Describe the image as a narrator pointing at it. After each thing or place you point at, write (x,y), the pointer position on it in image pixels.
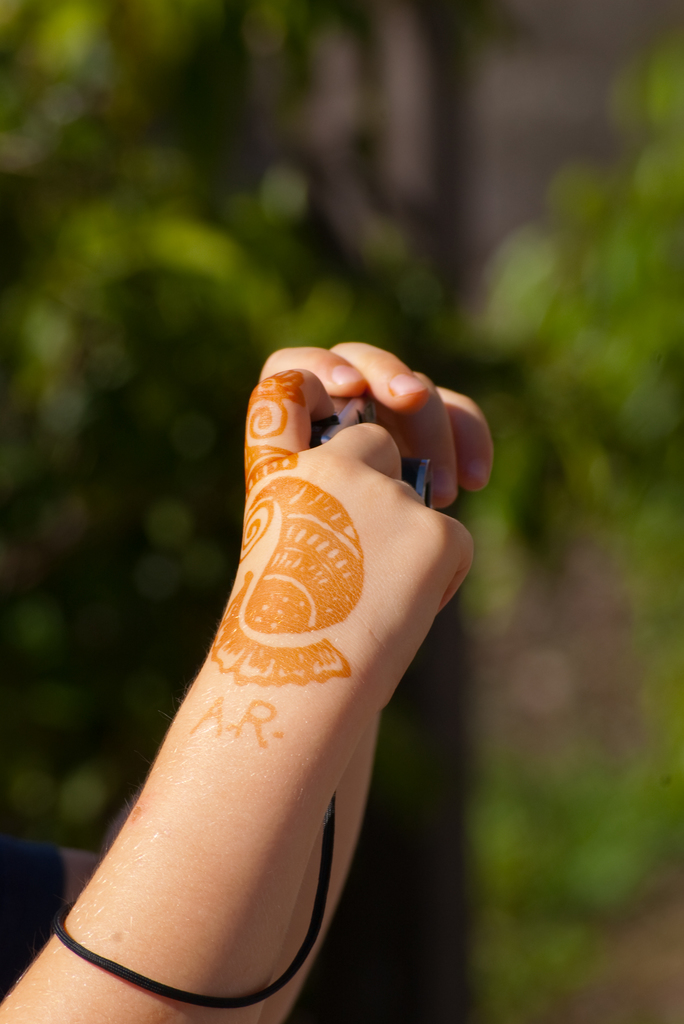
As we can see in the image in the front (281,718) there are human hands (318,651). In the background (248,339) there are trees (490,279) and the background (144,312) is blurred.
